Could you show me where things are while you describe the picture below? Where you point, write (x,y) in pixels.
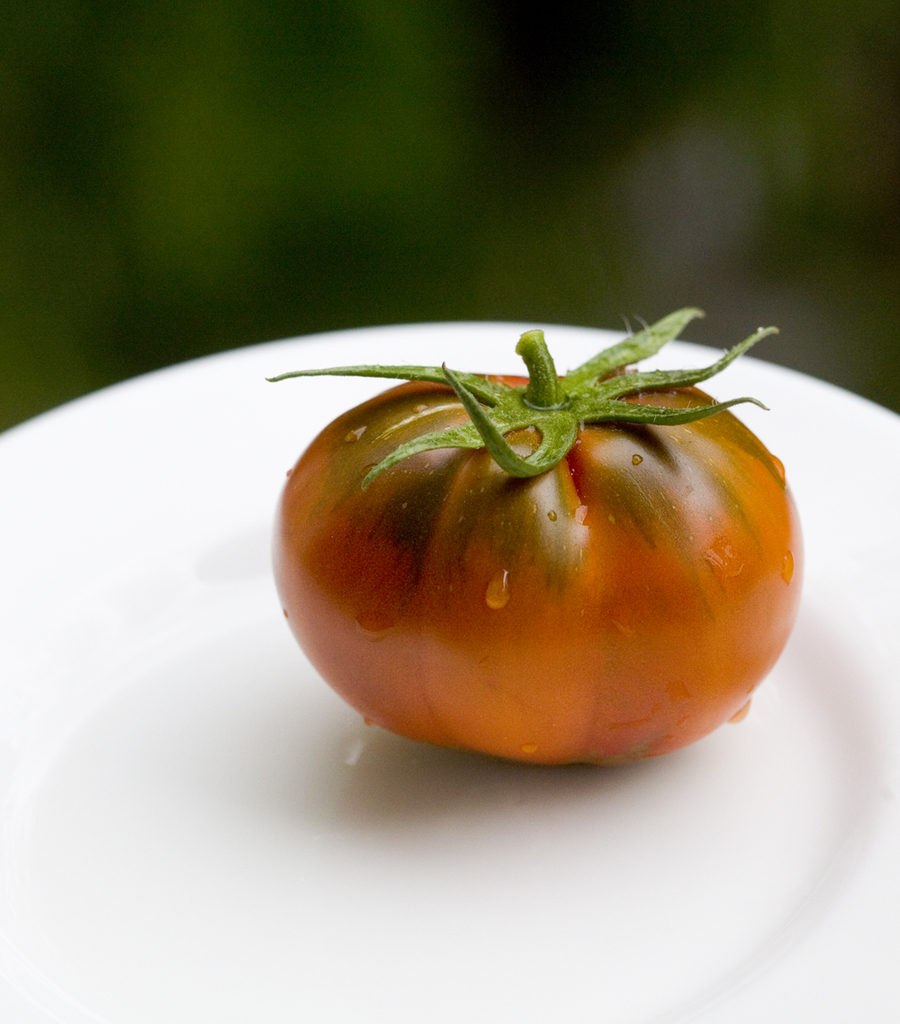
In this image we can see a tomato (667,558) on a white surface (356,1018) which looks like a plate (828,917) and in the background (868,155), the image is blurred.
